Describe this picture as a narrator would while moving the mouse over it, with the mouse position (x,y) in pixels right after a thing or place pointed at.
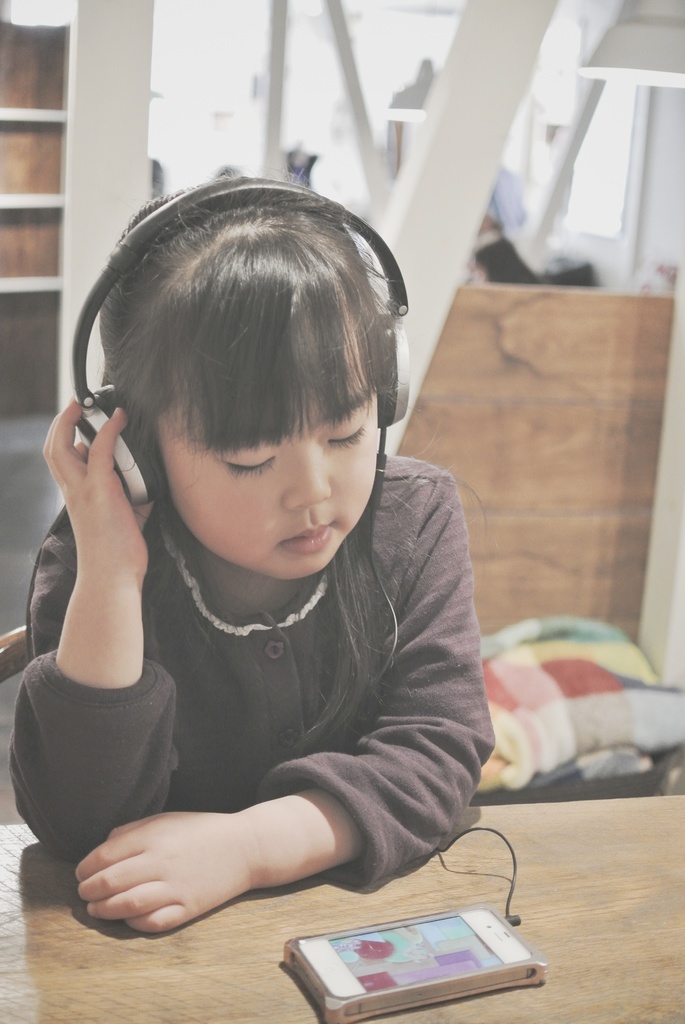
In this image there is a girl (306,642) wearing headphones (408,356). Before her there is a table (593,973) having a mobile (489,926). Right side (547,759) there are clothes (557,717) on the bench (539,792). Few lights (672,31) are attached to the roof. Left side (6,313) there is a rack (22,77). Background (565,386) there is a wall (674,187).
